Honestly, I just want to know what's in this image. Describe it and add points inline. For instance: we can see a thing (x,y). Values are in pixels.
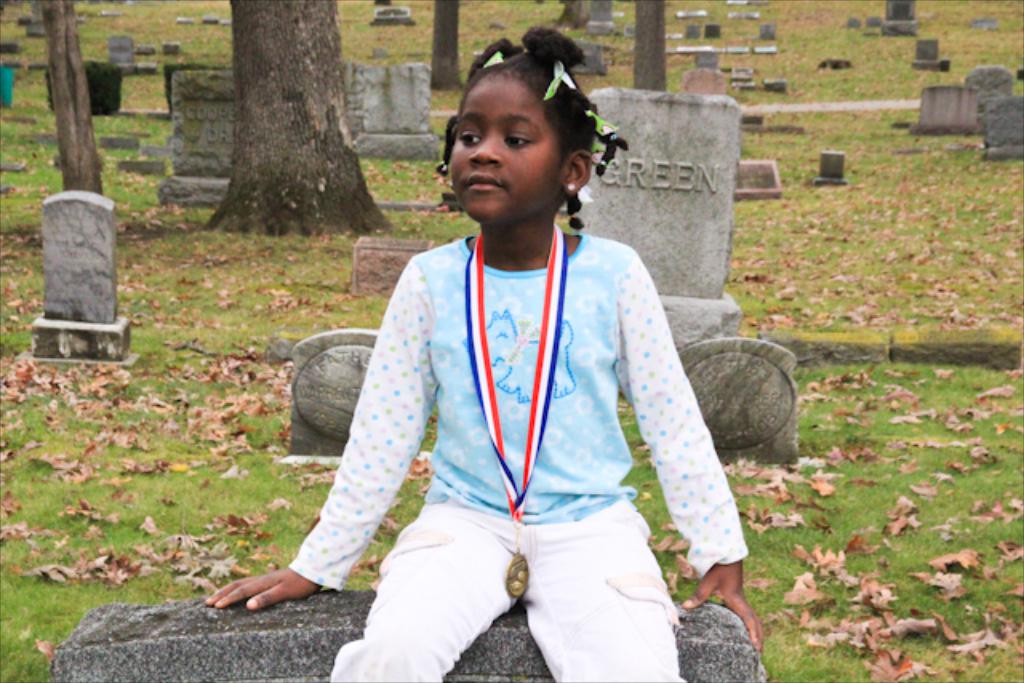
In the picture we can see a graveyard (825,551) with grass surface (182,486), trees (340,216) and grave stones (1007,73) on it and on the gravestone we can see a girl (413,651) sitting on it and she is with white clothes (429,659) with a medal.
